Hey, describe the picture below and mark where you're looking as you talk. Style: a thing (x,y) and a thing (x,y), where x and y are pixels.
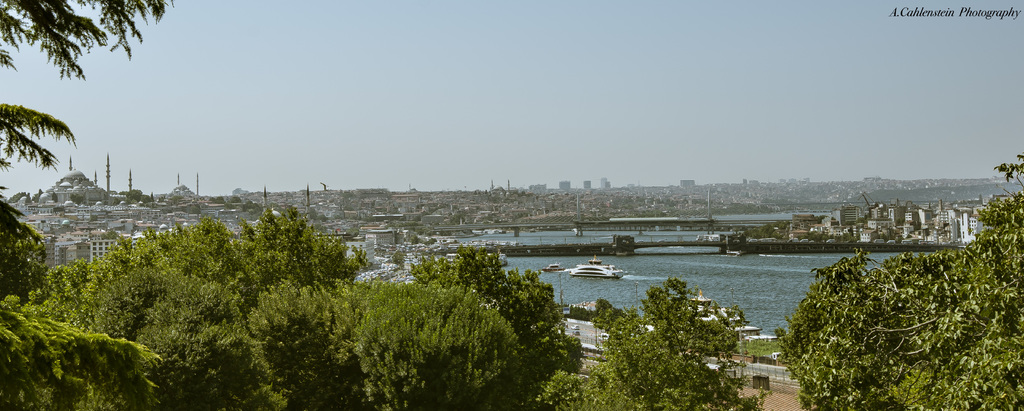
In this image we can see some boats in a water body (647,270). We can also see a bridge (723,237), a group of buildings (833,233), towers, a group of trees (686,322), some poles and the sky (528,125) which looks clear.
